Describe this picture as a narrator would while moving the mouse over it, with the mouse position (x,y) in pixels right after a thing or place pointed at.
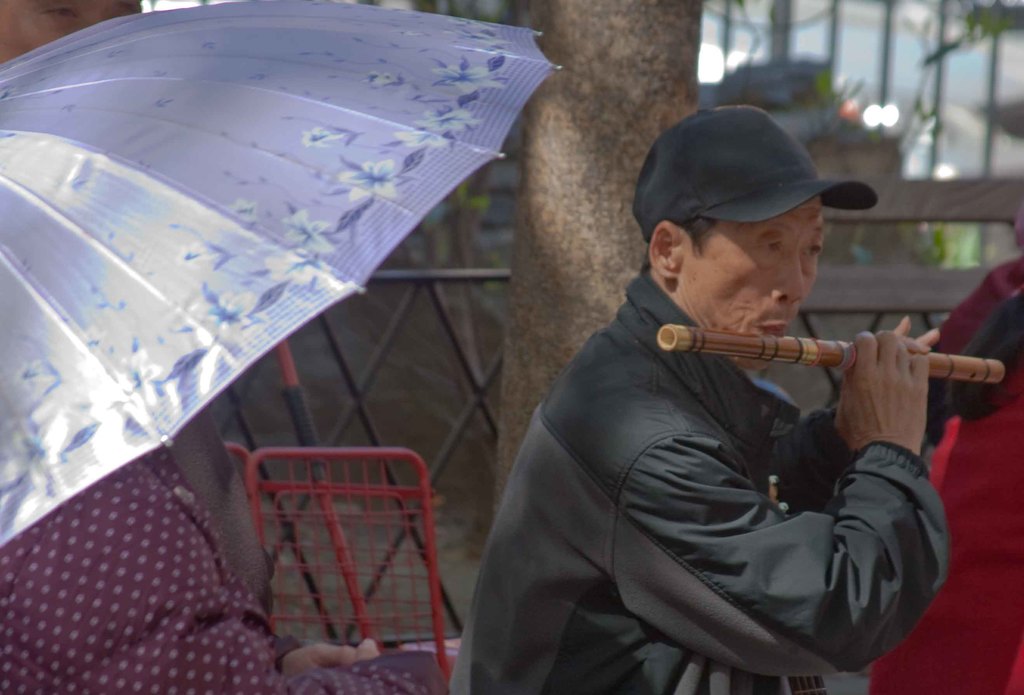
In this image the man (677,357) is playing the flute (836,353) and there is a umbrella (156,199).
